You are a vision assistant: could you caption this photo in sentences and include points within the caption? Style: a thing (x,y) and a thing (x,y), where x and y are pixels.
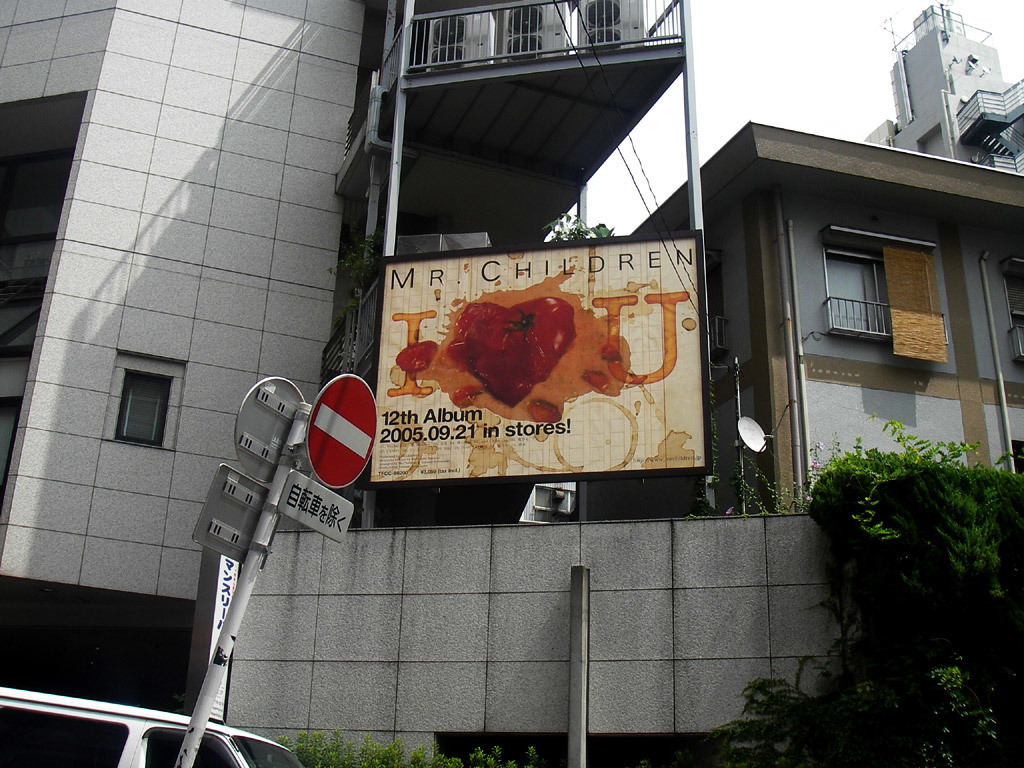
In this image I can see the building (354,225). To the building (523,116) I can see the board (542,405). To the left (335,426) there is a board (250,509) to the pole (286,472). To the right (885,700) I can see the trees (894,647). I can also see the vehicle (180,718) to the side. In the back (744,91) there is a sky (720,119).
